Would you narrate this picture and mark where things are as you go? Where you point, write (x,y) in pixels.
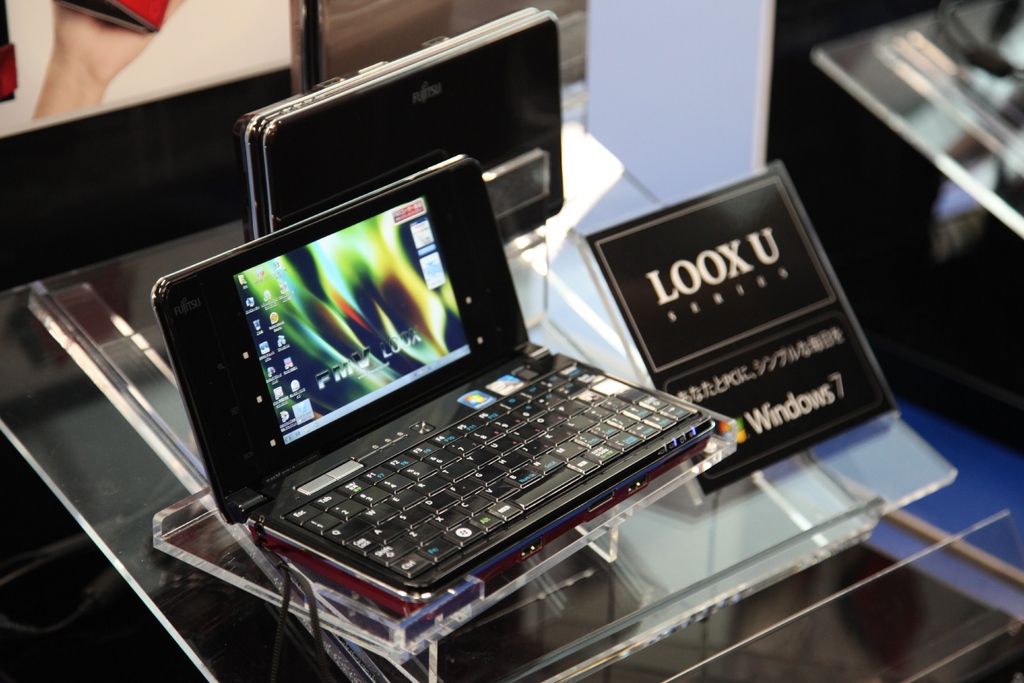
In this image there is a table (113,447) and we can see laptops (479,392) and a board (723,382) placed on the table (646,577). In the background (245,46) there is a board (221,61).
